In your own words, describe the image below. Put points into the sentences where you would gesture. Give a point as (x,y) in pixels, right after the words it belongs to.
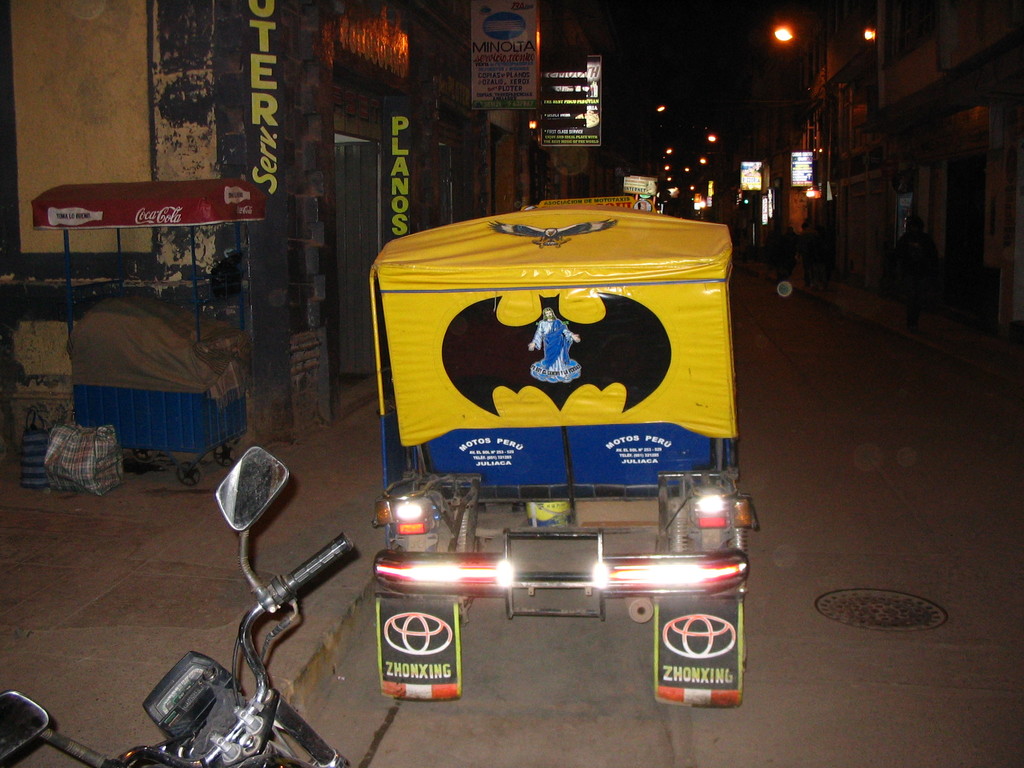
In this picture I can observe a vehicle (499,371) which is in yellow and blue color. In the bottom of the picture (205,702) I can observe a bike (232,687). In the background (871,91) there are buildings (819,144) and yellow color lights (711,136).
